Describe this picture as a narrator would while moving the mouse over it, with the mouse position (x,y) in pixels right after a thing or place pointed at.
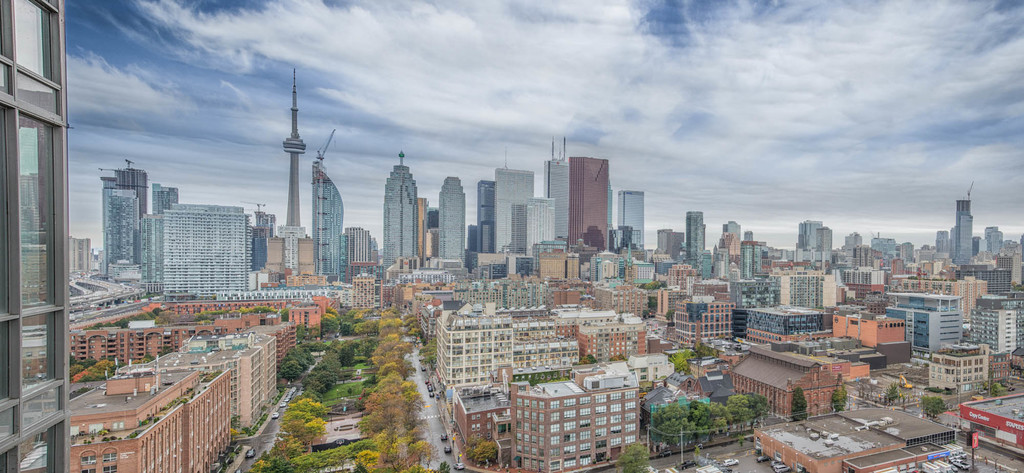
In the foreground of this image (568,449), there are many buildings (261,334), trees (370,407) and vehicles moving on the road (443,456). At the top (707,33), there is the sky (675,15) and the cloud (589,14).
